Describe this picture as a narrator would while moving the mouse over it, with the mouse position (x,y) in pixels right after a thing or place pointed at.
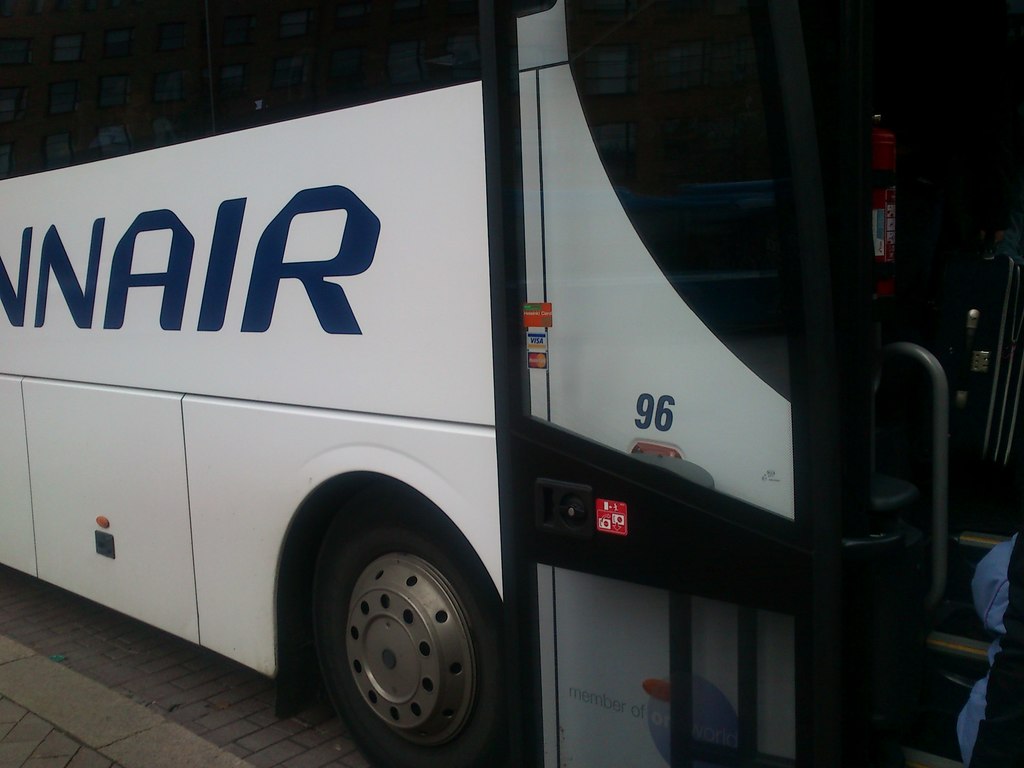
This image consists of a white color bus (624,563) parked on the road (201,674). To the right (1000,606), there is a person (1002,632). At the bottom (190,729), there is a road (261,704).
